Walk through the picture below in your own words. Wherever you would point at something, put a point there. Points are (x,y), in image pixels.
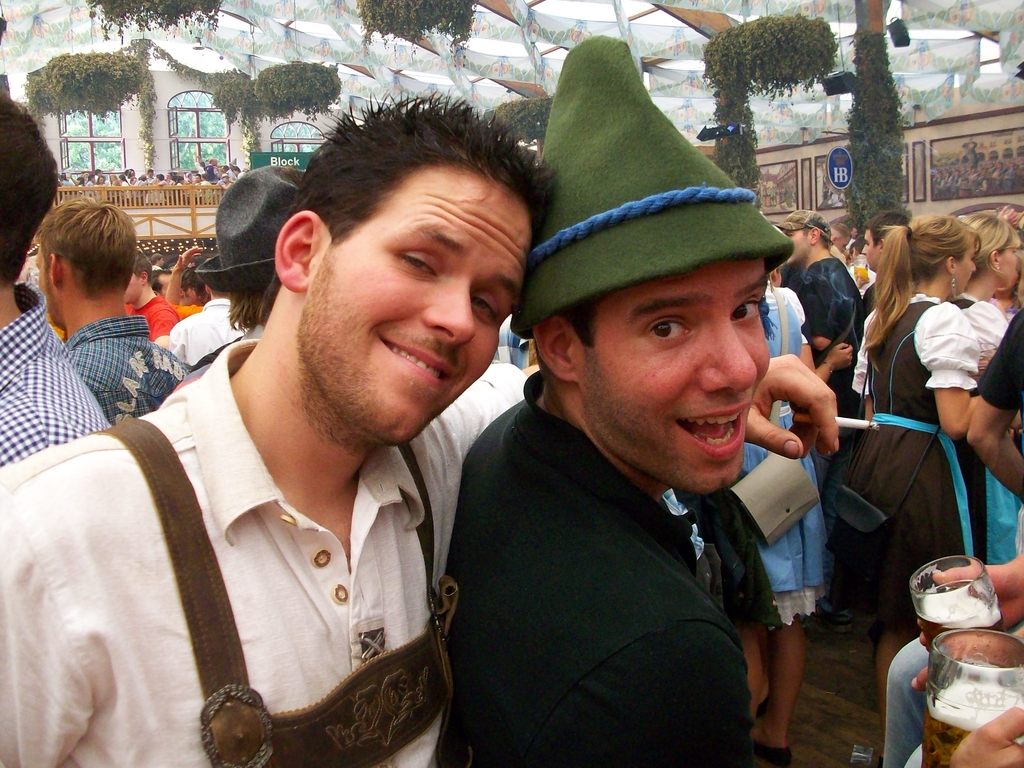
This image is taken indoors. In the middle of the image (410,446) there are two boys (470,485) with smiling faces (499,324). On the right side of the image (955,608) two people (886,705) are holding glasses (934,628) with beer (961,723) in their hands (1009,613). In the background (929,363) many people (134,249) are standing on the floor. There are a few creeper (65,91) and there is a wall (237,122) with windows (294,128). There are two boards (304,167) with text (835,177) on them. There is a railing (165,197) and a few (118,184) are sitting on the chairs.
